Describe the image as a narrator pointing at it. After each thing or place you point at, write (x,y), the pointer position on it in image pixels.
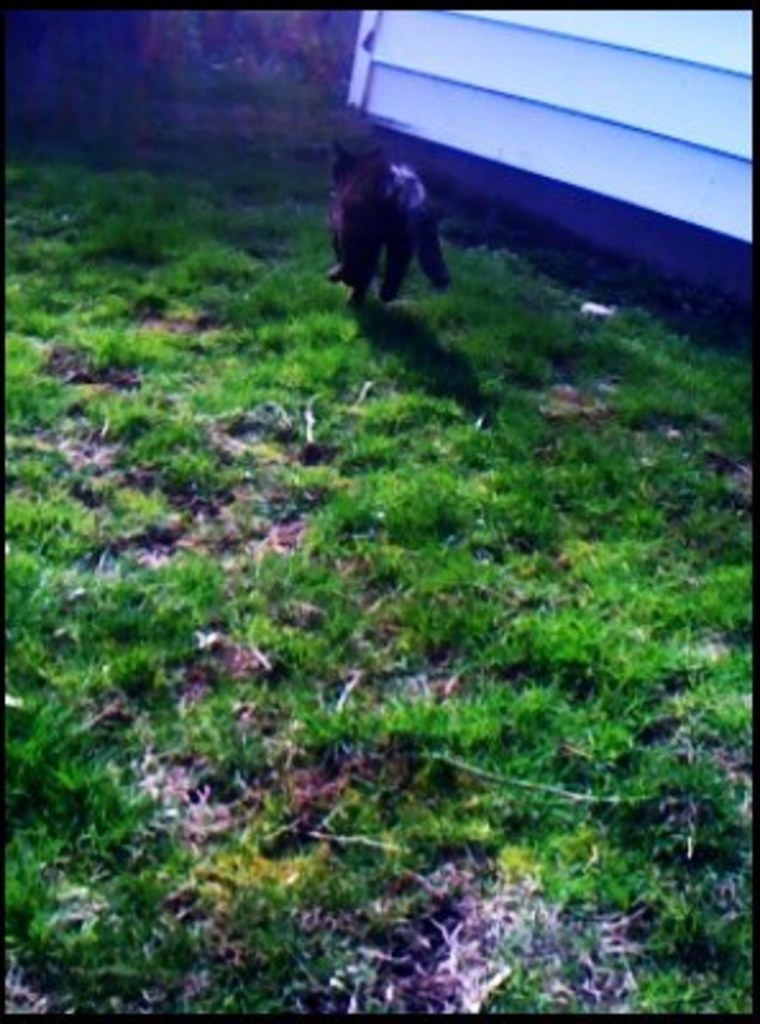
In the image there is grass (337,297) and on the grass (276,279) there is an animal (365,261).
